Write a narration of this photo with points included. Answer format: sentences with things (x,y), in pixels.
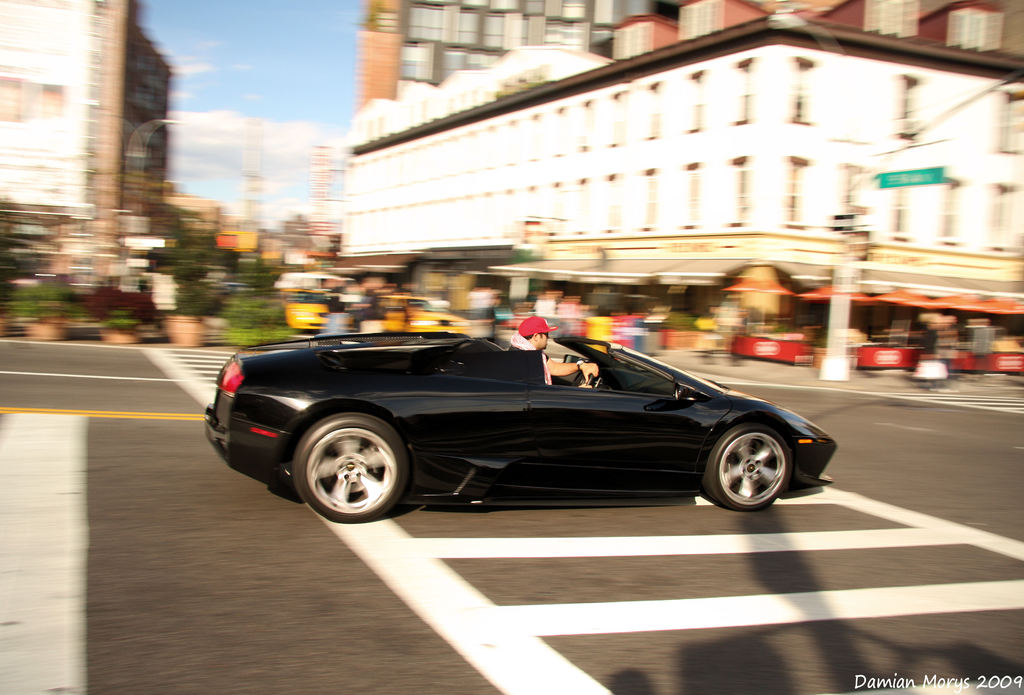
In the foreground of the picture (383,438) there is a person (548,368) driving a car (490,441) and there is road (256,480). In the background (323,166) there are cars (296,303), people (383,304), buildings (442,216), sign board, street light (167,123), plants (108,304) and other objects (58,327). Sky (290,83) is sunny.
